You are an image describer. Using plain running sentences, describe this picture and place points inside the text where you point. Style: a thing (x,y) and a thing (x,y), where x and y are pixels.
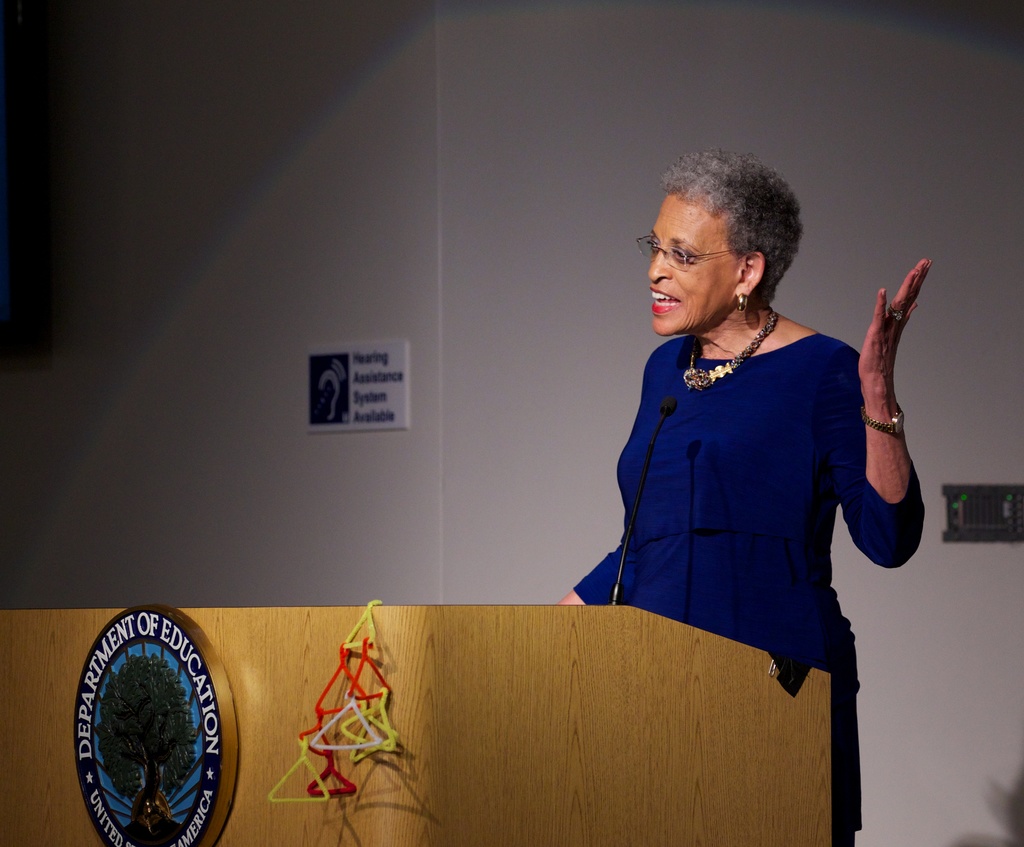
In this image, we can see a person (763,322) wearing clothes (767,461) and standing in front of the podium (555,707). There is a board (319,406) in the middle of the image (388,384). In the background (583,371), we can see a wall (892,582).
